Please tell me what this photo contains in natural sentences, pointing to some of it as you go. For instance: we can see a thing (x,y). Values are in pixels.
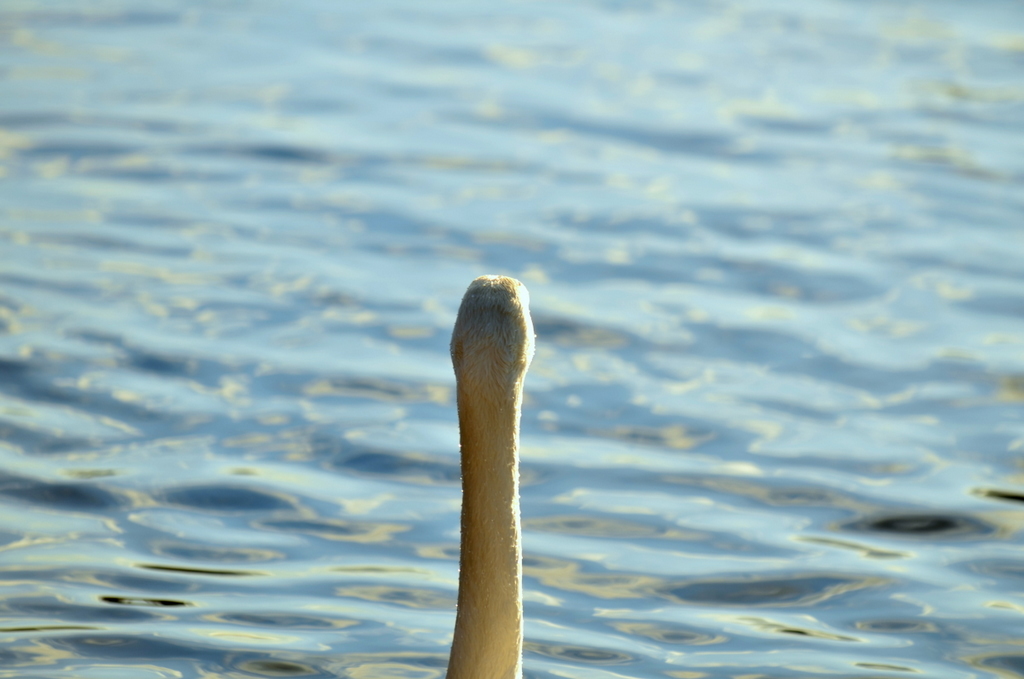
In this picture we can see a head (492,352) of a swan (478,355) in the front (478,353), in the background (595,170) there is water (433,171).
